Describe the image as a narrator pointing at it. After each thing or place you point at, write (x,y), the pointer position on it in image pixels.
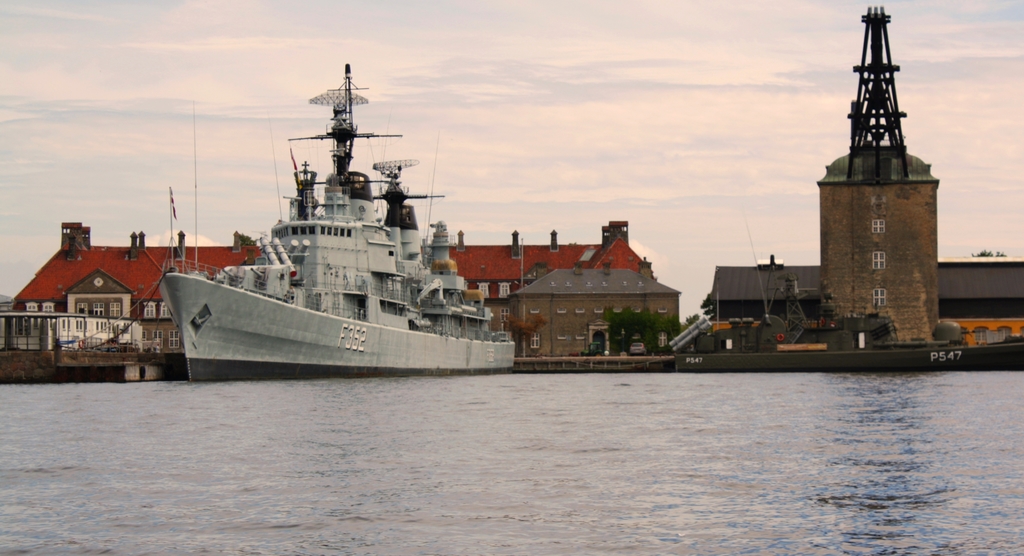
In this image we can see a ship (259,367) on the water (95,496), there are some houses (595,305), plants (656,322), windows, poles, flags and a tower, also we can see the sky (997,139) with clouds (741,244).
